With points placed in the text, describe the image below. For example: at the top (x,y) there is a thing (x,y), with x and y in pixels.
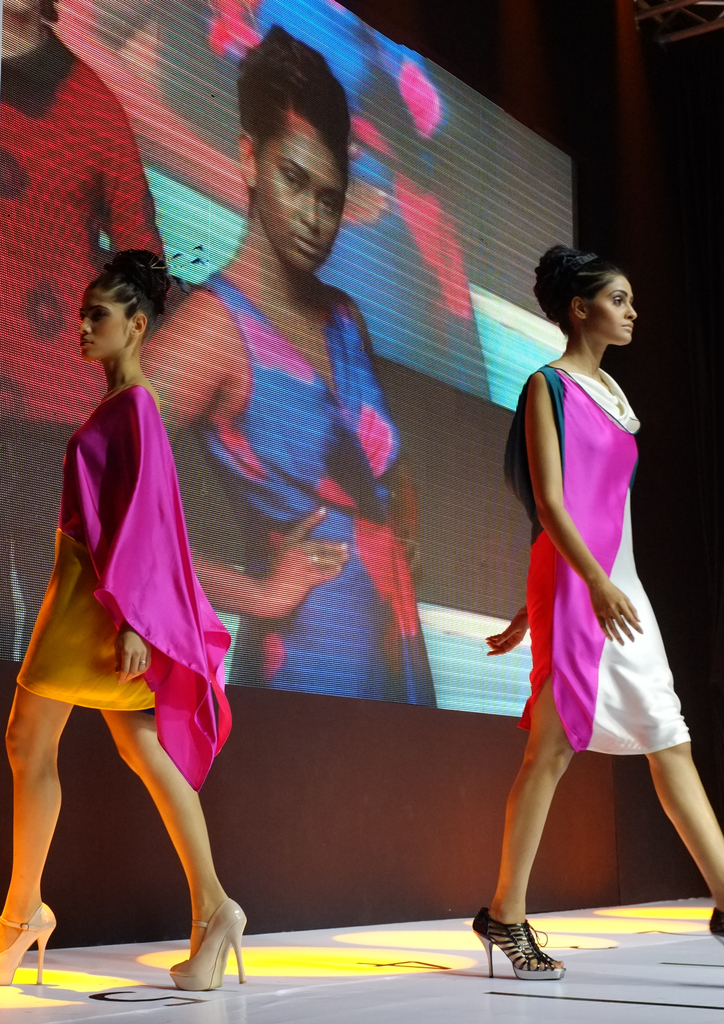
In this image we can see two people (51,796) are walking and it looks like they are walking on the ramp (69,1007) and in the background (192,354), we can see the screen (548,219).
